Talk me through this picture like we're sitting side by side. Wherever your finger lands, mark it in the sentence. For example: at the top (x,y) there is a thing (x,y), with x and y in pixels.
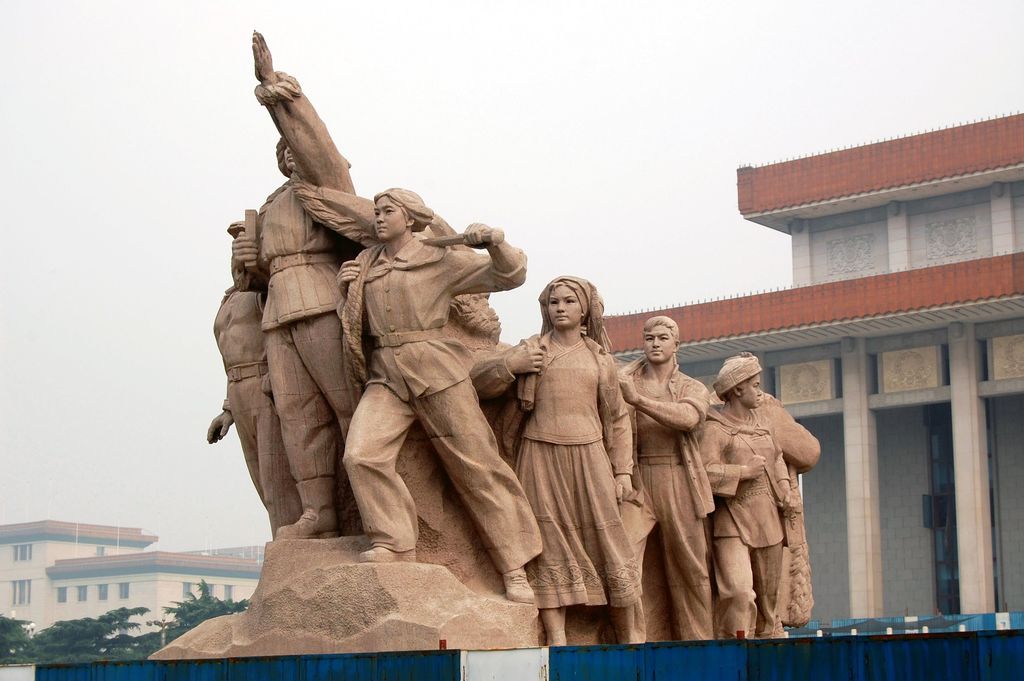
In this picture, we see the stone carved statues (400,318) of men (675,463) and the women (459,442). At the bottom (752,662), it is blue in color. It might be a sheet (257,673). On the left side (132,621), we see the trees (13,628) and the buildings (115,583) in white color. On the right side (828,367), we see a building (888,480) in grey color with a brown color roof (855,316). We see the pillars (967,519). At the top (604,124), we see the sky (483,124).
